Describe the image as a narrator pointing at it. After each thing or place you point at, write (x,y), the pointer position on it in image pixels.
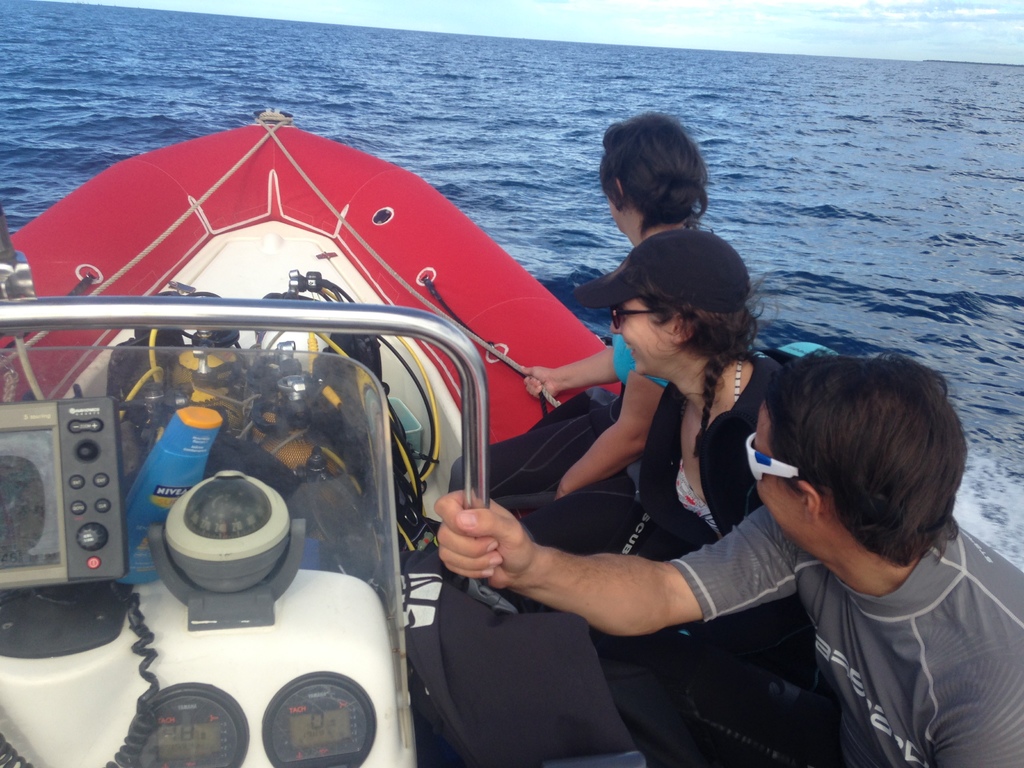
In this picture we can see there are three people (663,643) sitting on a boat (353,191) and the boat (399,225) is on the water (600,255). In front of the boat (269,185) there is a sky (895,39).
